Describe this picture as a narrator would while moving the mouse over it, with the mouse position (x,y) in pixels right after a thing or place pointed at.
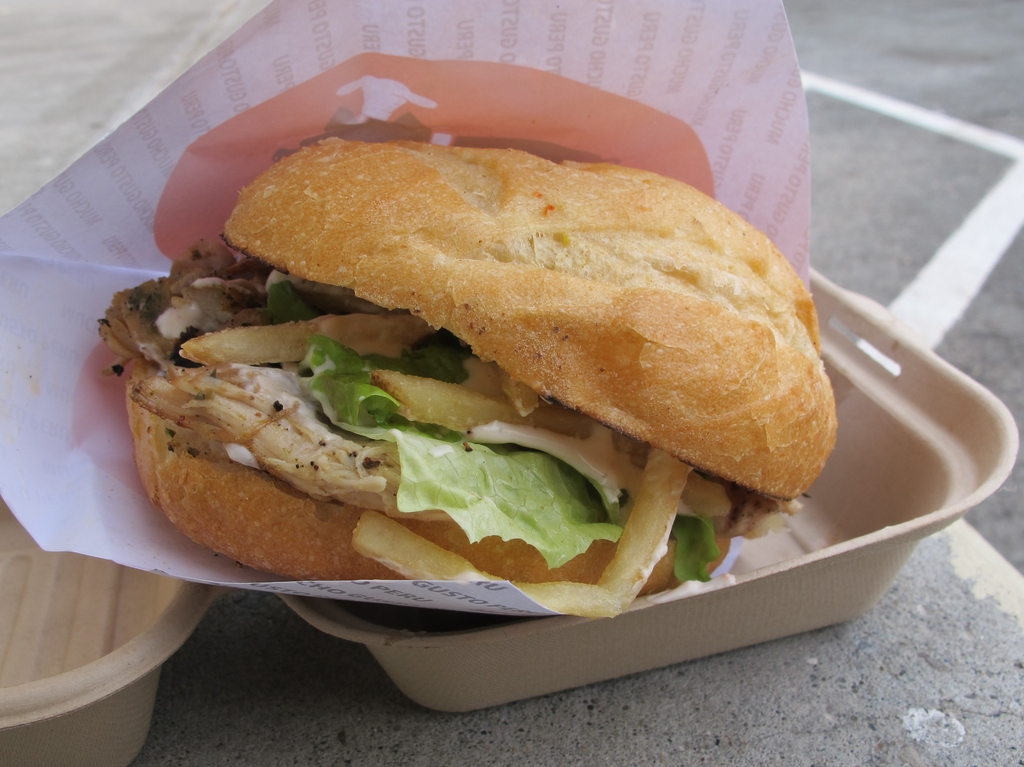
In the image we can see some plates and food (227,339) and paper (245,89).
